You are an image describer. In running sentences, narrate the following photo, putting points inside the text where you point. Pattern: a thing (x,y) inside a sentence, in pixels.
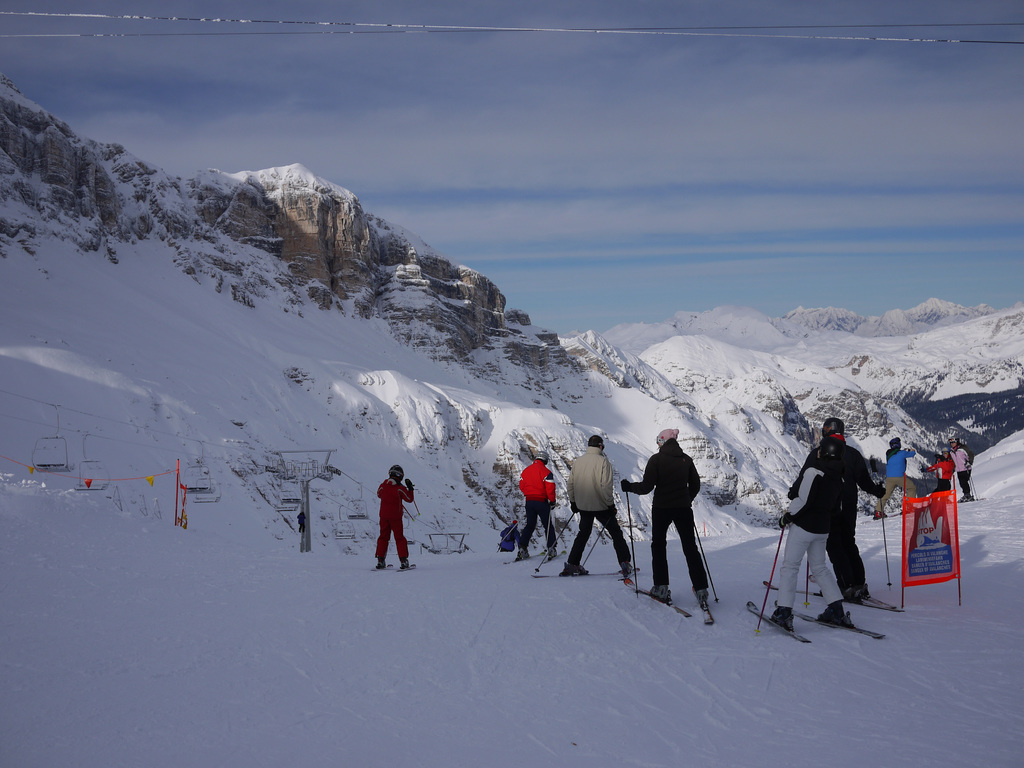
In this image we can see group of people (855,525) wearing skis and helmets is holding sticks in their hands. In the right side of the image (938,568) we can see a banner (946,556) with some text (943,551). On the left side of the image (188,477) we can see a rope way (309,501). In the background (269,485), we can see mountains (32,416) and the cloudy sky (626,262).
